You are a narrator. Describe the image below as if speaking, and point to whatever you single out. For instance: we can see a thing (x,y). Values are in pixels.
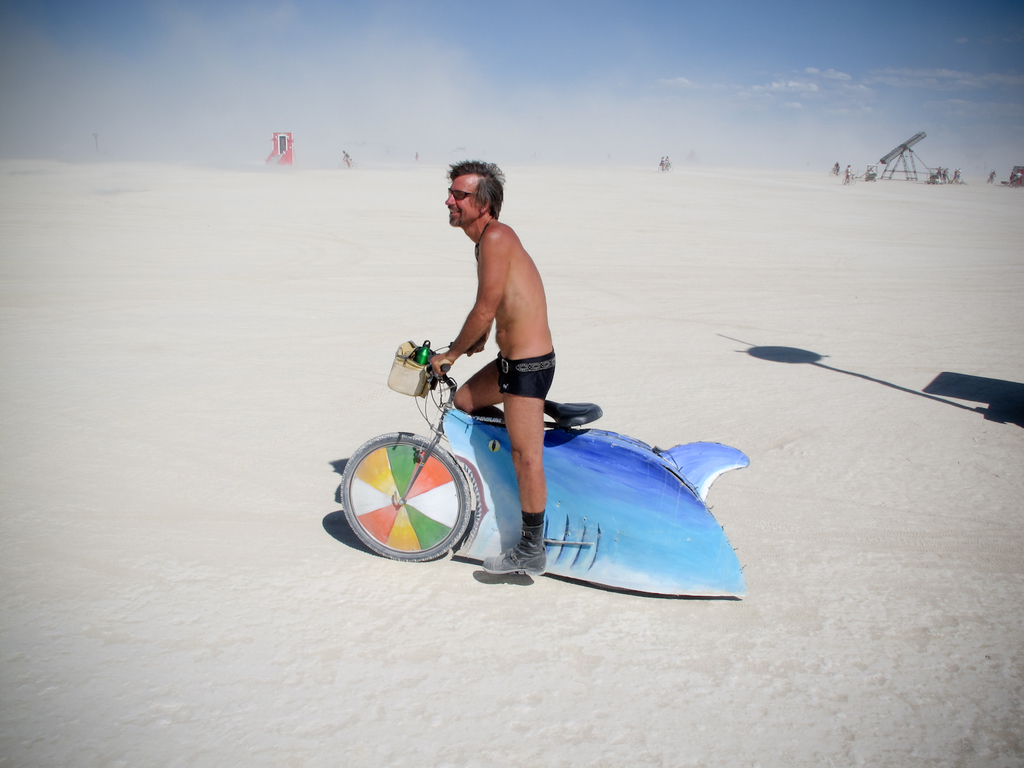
In this image I can see a man (443,363) with his cycle (453,422). I can also see he is carrying a bottle (428,346) in this basket (399,368). In the background (993,179) I can see few more people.
